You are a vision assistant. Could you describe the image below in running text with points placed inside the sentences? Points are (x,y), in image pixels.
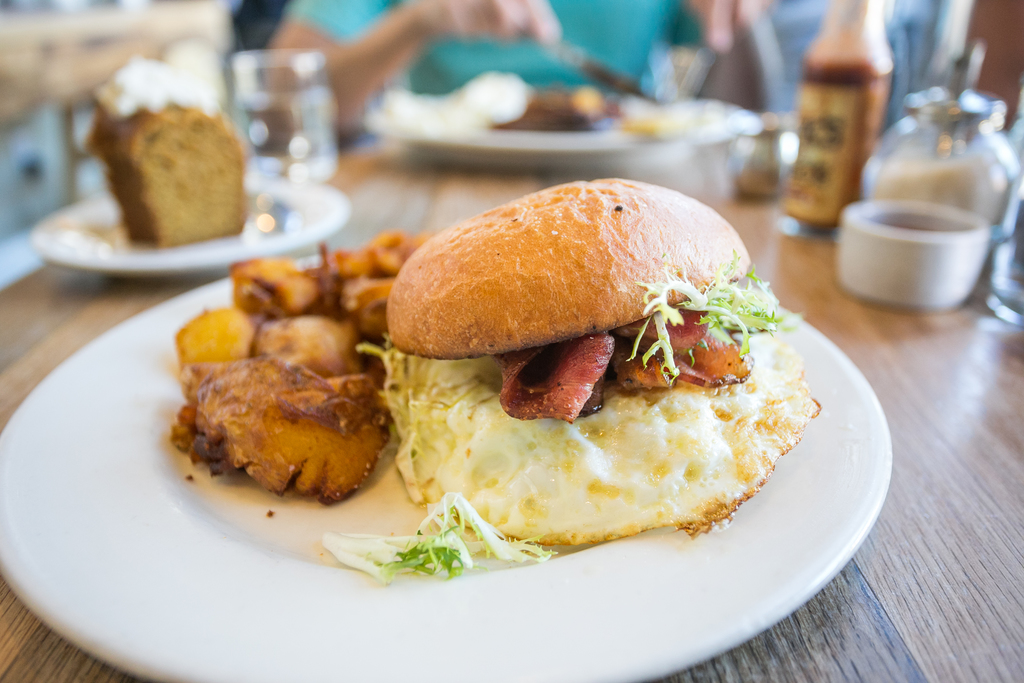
There are some eatables (457,367) on the table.
